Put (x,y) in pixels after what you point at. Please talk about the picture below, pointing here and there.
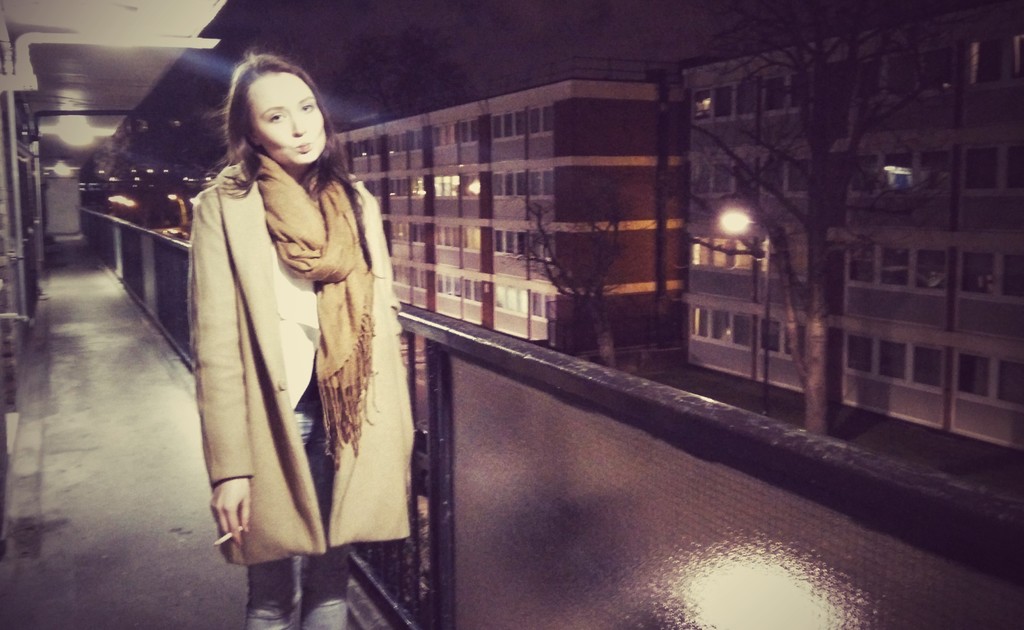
In this picture there is a woman (265,325) who is holding a cigarette (238,534). She is standing near to the fencing (407,332). In the background (996,223) we can see many buildings (534,264). On the right (756,247) we can see the street lights (740,214) and trees (818,230). At the top (598,43) there is a sky (638,2).
